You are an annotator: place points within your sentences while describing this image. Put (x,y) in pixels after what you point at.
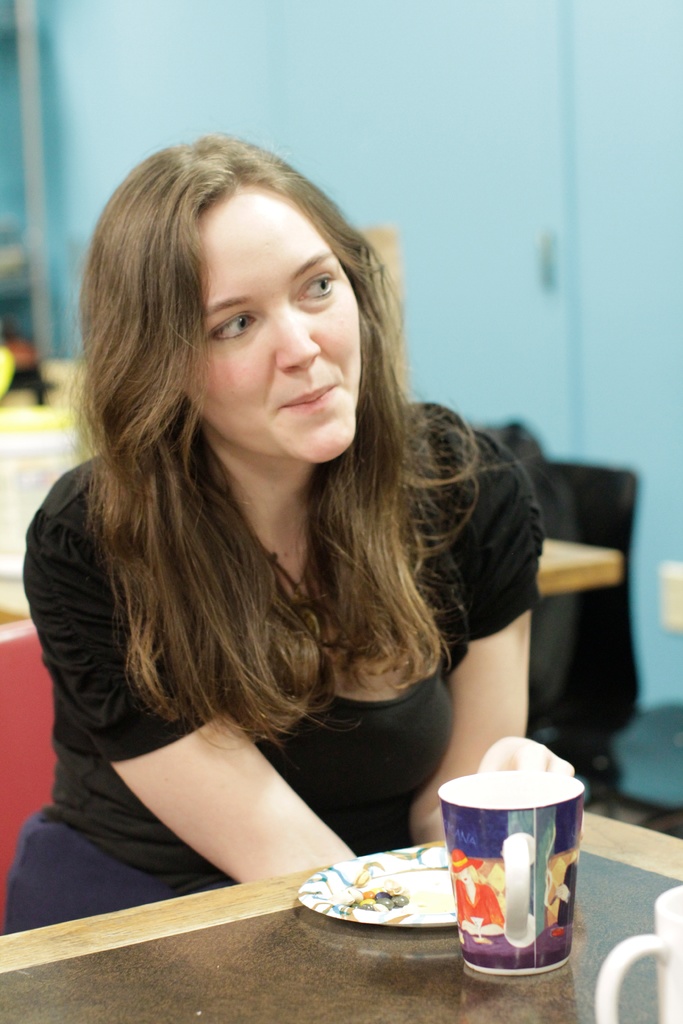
In this image, There is a table (153,959) which is in yellow color on that table (458,1008) there is a glass (510,939) and there is a plate (349,896), In the middle (289,673) there is a woman (259,535) sitting and she is smiling and in the background (486,93) there is a blue color wall (299,101).
